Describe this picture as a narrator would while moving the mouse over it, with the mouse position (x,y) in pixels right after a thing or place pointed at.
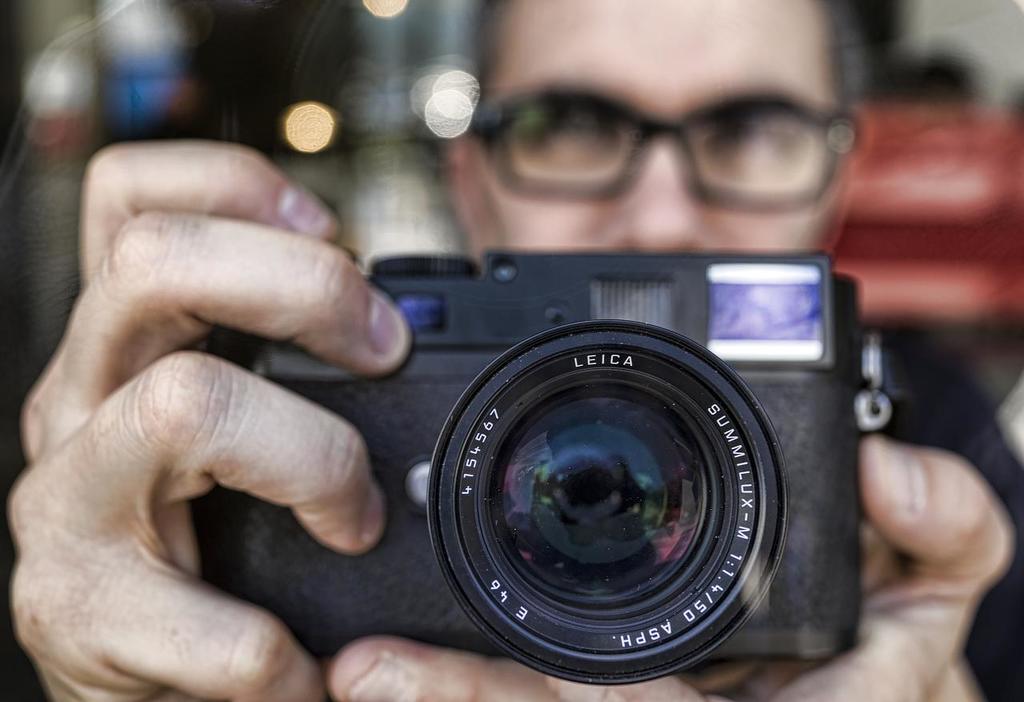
In this picture there is a man (283,500) holding the camera (600,499).
